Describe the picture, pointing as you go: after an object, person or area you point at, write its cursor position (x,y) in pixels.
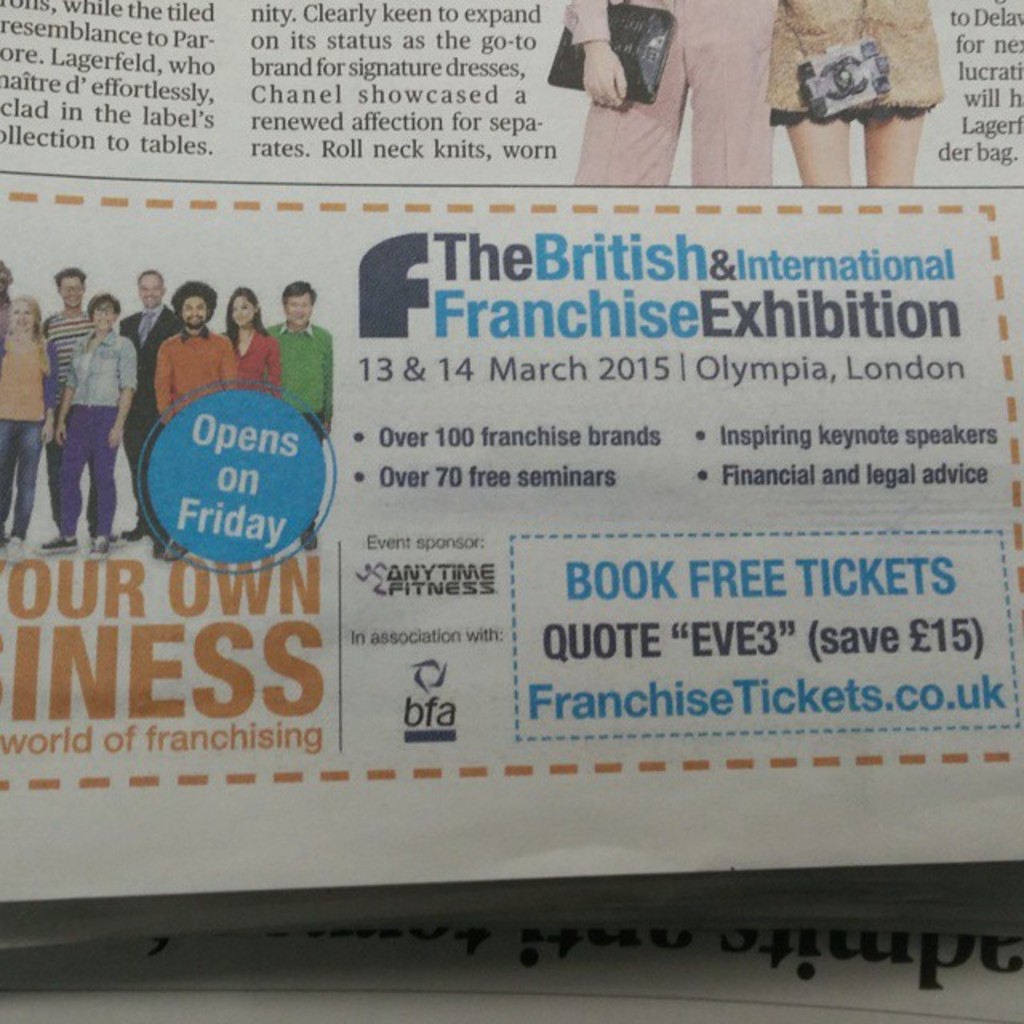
In this picture we can observe an advertisement (415,497) of an exhibition in the news paper (238,545). We can observe some text (559,322) which is in blue and black color. We can observe some people (131,320) in the news paper (44,313).
